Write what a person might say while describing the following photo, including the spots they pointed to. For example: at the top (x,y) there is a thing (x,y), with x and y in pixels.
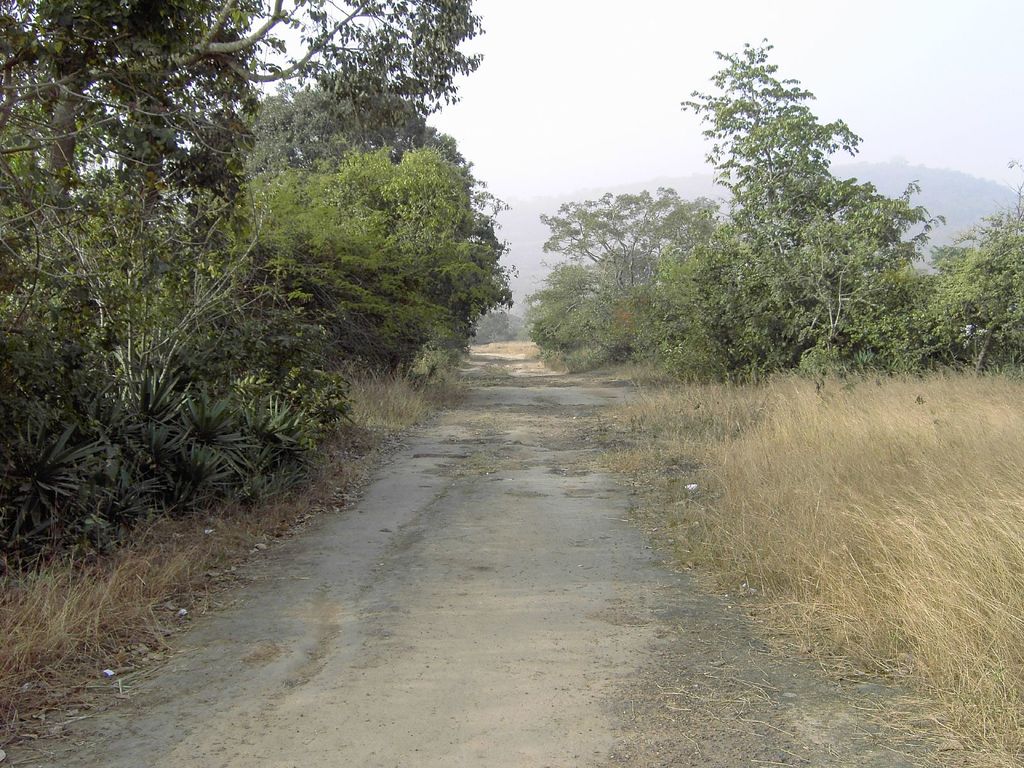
In this image I can see trees (605,273) and grass (782,387) visible on the left side (72,367) and on the right side (887,396), at the top (537,65) I can see the sky (499,80).
